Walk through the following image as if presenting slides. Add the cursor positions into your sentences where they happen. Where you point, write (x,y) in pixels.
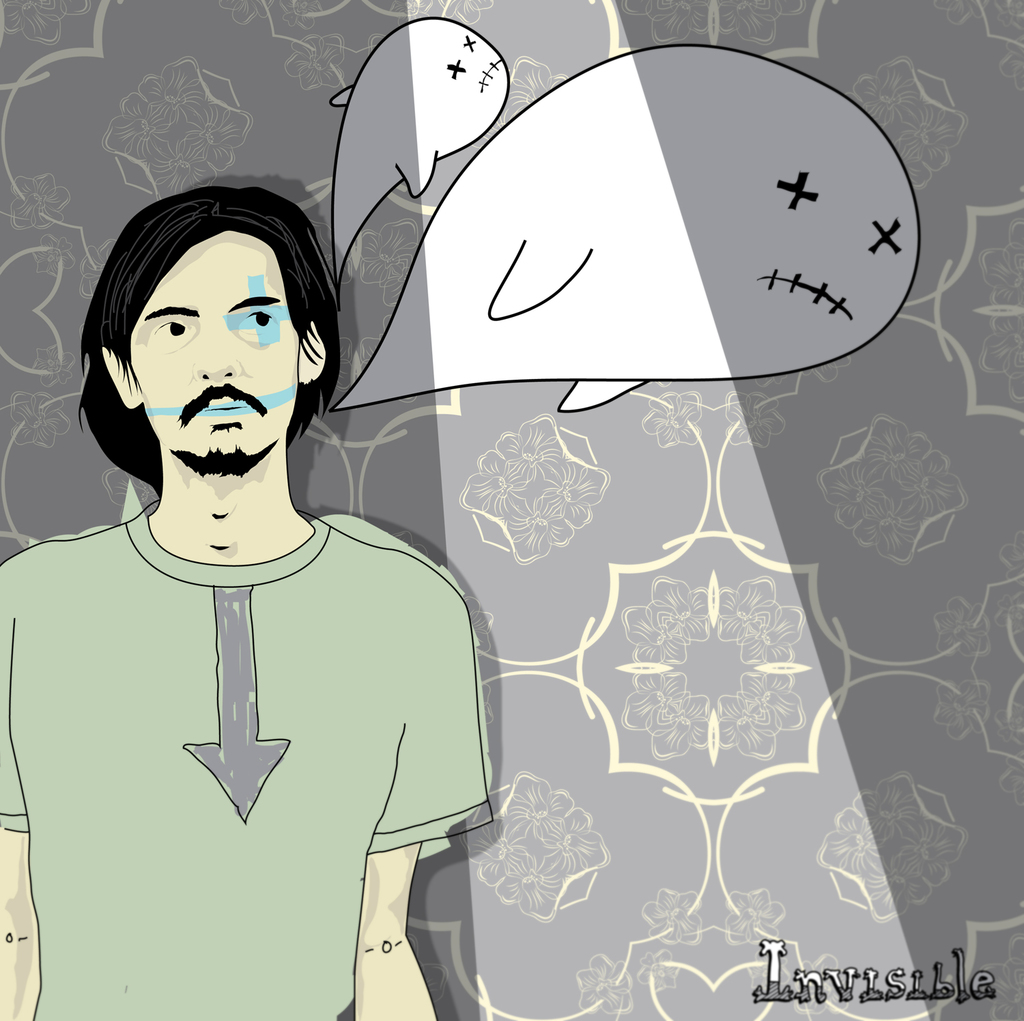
In this picture we observe a cartoon image of a guy (268,755) who is thinking of dolphins (718,243) and there is a watermark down the image named as INVISIBLE.
